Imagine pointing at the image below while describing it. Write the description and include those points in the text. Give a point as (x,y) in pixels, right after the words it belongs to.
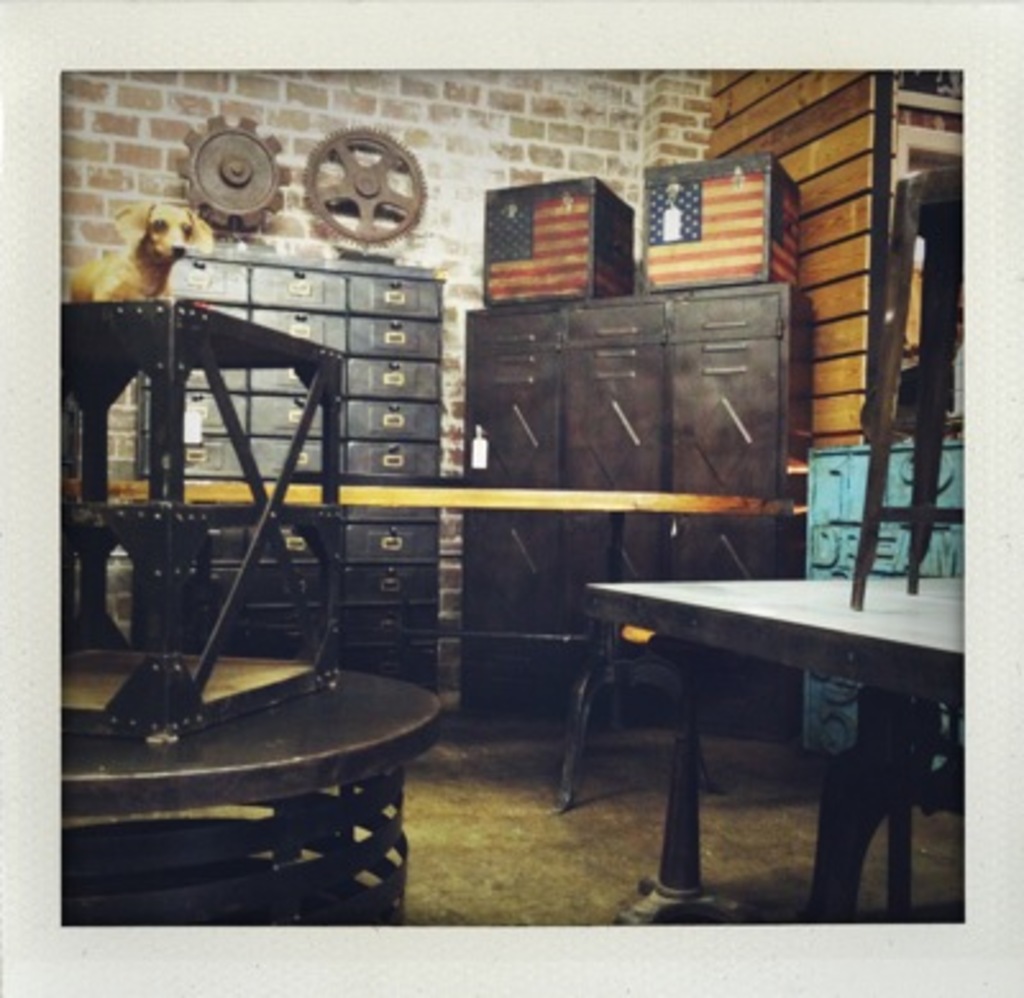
In this image there are furniture (548,511) in a room (240,525), on top there is a dog toy (148,273), in the background (94,142) there is a wall (634,199).
